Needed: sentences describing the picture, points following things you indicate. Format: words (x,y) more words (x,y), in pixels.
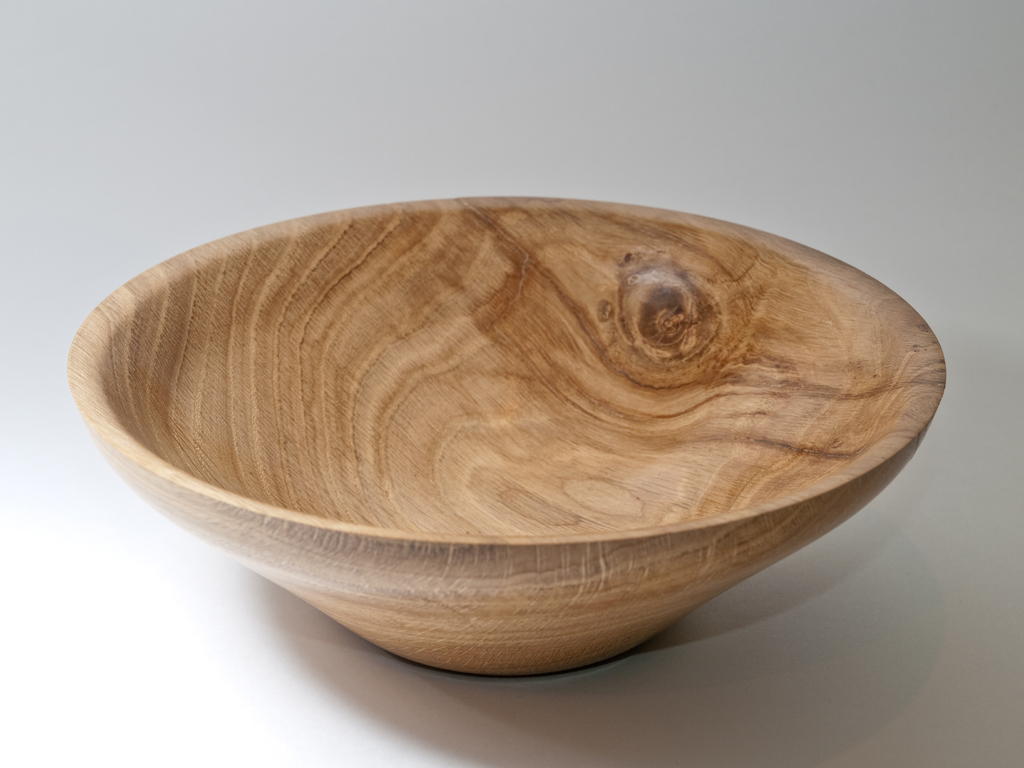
In this image, we can see a wooden bowl (745,295).
